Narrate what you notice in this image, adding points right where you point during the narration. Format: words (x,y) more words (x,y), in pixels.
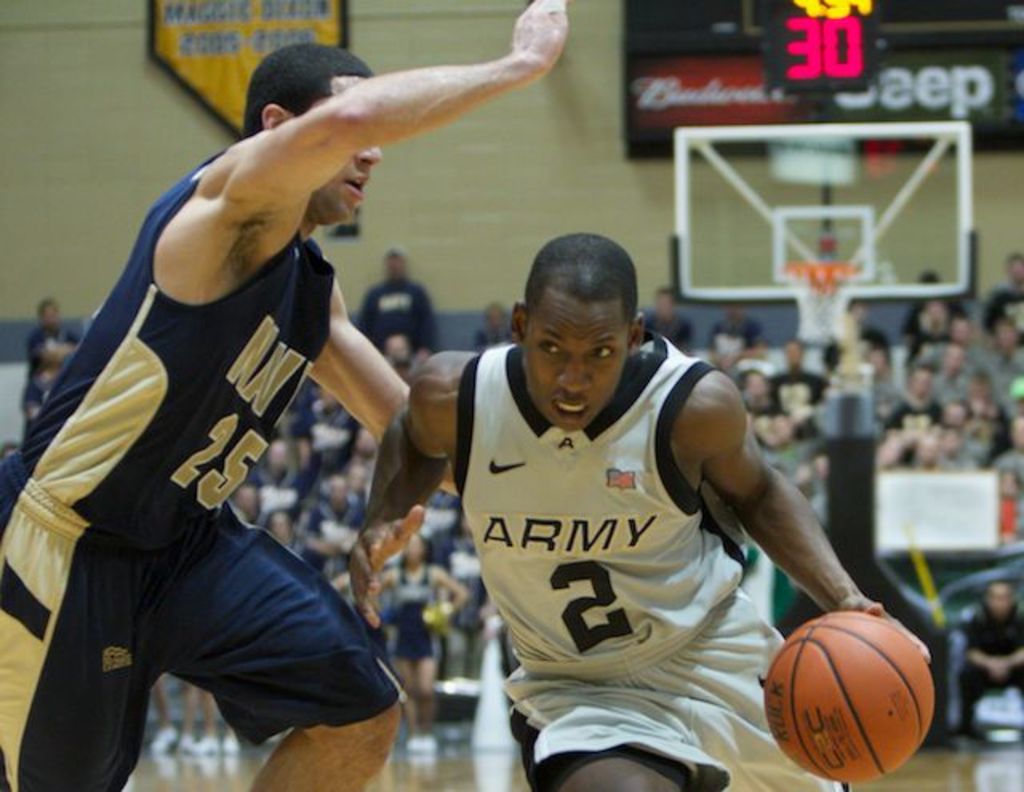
In this image two people (489,537) are running. Right side person (745,614) is holding a ball (811,693). Behind him there is a basket (815,281) attached to a pole (837,458). Background (910,401) there are people (837,363). Behind them there is a wall (587,228) having a screen (904,46) and a banner (277,21). On the screen (710,53) there is some text (856,54) displayed.
